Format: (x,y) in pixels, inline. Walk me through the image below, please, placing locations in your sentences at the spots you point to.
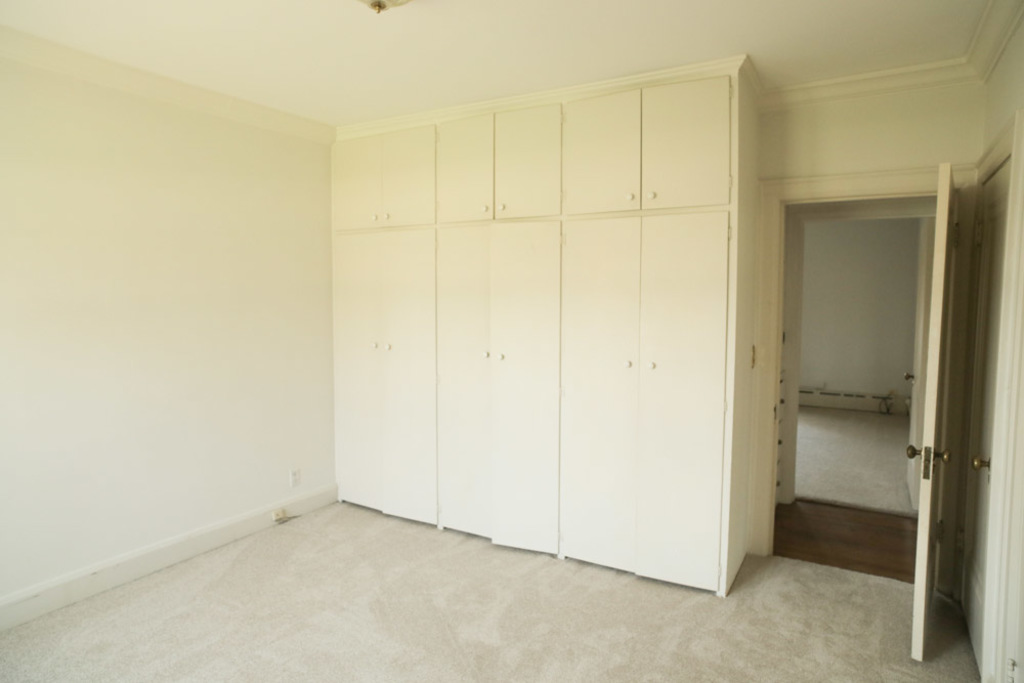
In this image, we can see some cupboards (489,463), doors (948,185). We can also see the ground (241,598) and the wall (100,455). We can see the roof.
